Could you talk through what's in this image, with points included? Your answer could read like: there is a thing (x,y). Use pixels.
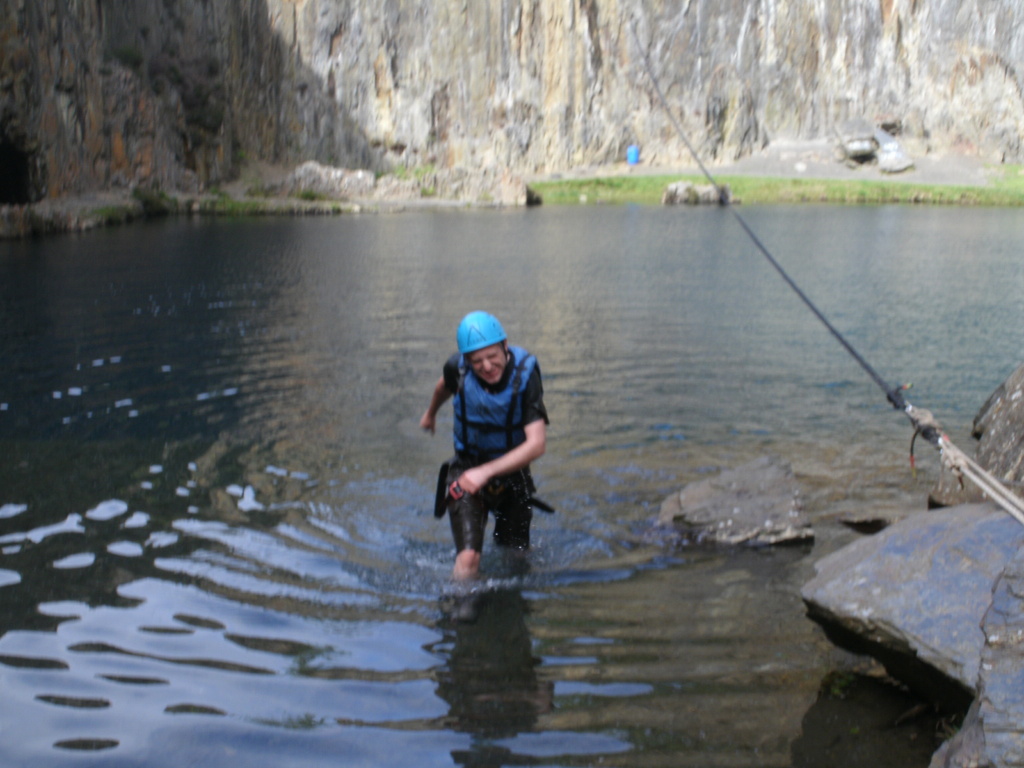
In this image there is a person (454,414) walking in the water (629,597). On the right side of the image (782,524) there are few rocks (947,545) and a rope (925,430). In the background (587,91) there is a wall (574,104).
